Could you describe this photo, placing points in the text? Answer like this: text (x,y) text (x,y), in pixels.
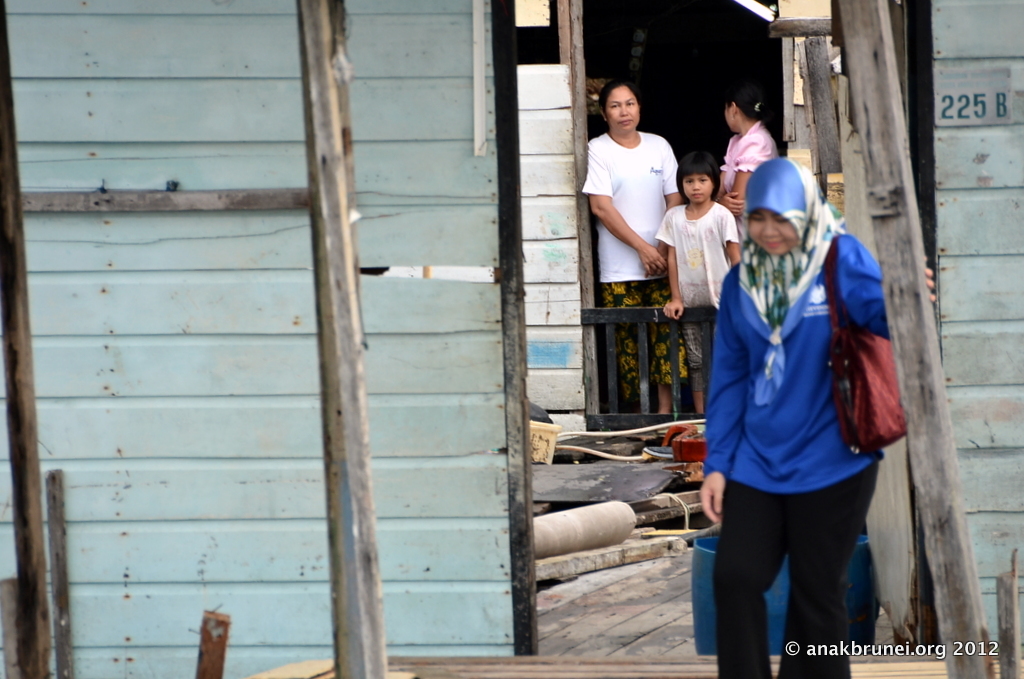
In the center of the image (652,262) we can see persons (697,348) standing on the floor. On the left side of the image (304,473) we can see wooden wall (427,223). On the right side of the image (756,652) we can see women (841,467), pole (908,210) and wall (963,214).
